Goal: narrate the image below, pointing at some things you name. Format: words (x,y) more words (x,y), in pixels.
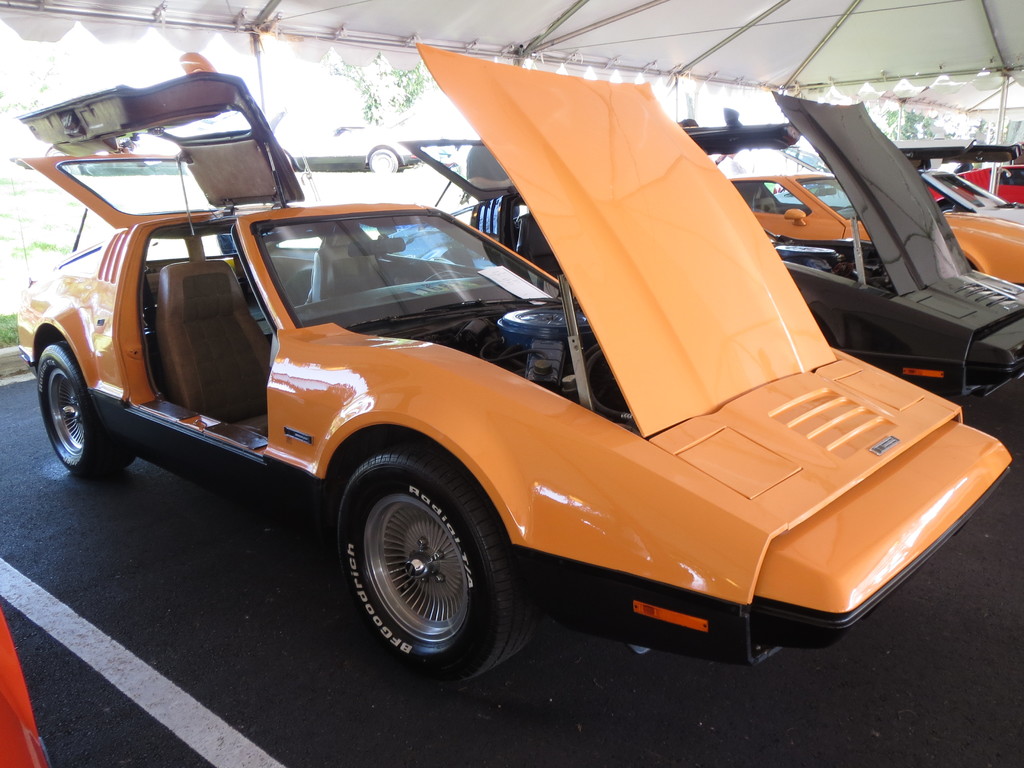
Here we can see vehicles (469,459) on the floor (164,638) under a tent (376,23) and we can see trees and poles (405,40).
